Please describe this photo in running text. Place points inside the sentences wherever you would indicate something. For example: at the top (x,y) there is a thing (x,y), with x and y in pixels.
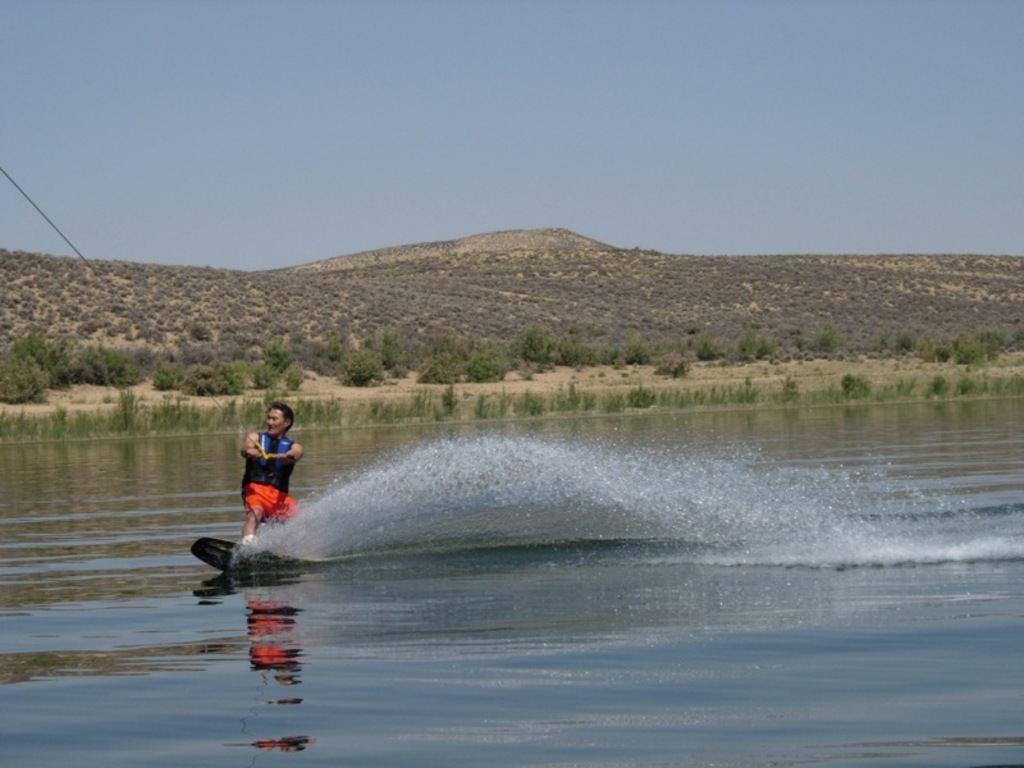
In this image there is a person (250,521) surfing in the water (232,653) by holding the rope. In the background (419,350) there are hills (542,292) on which there are small plants (407,335). At the top (385,82) there is the sky (385,82).
